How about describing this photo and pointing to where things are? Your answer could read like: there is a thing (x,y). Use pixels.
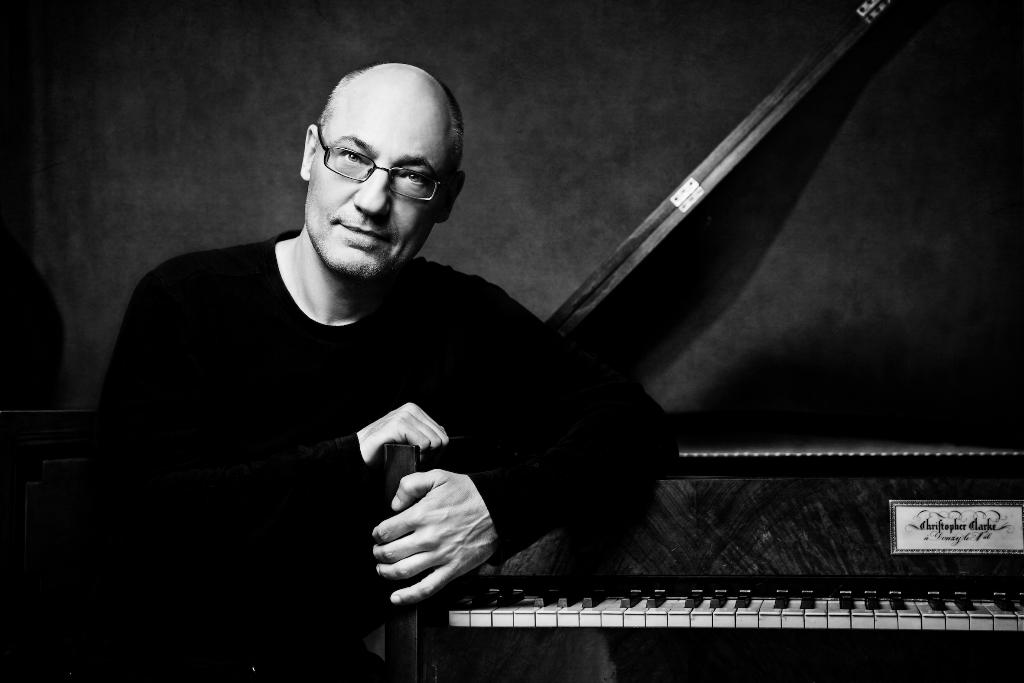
In this picture there is a person (412,531) who is holding a musical instrument (437,606) and sitting on the chair (53,613).
